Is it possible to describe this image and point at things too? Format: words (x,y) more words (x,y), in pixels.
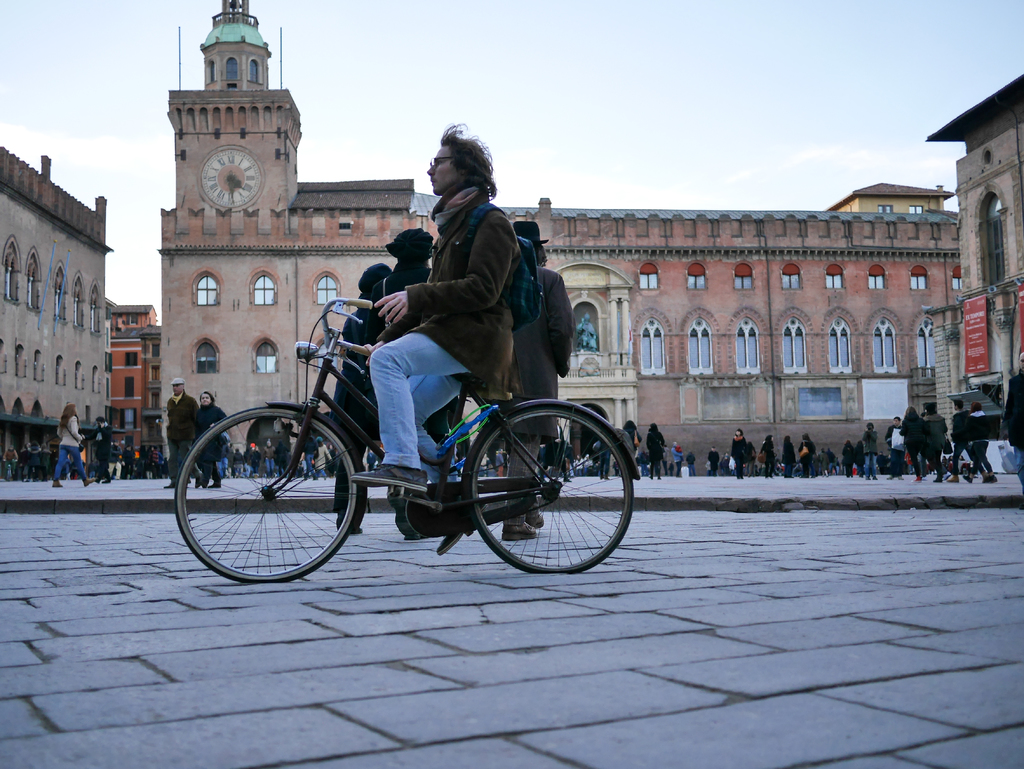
At the top (673,90) we can see sky (854,94). This is a clock tower (250,198). These are buildings (249,338). Here we can see persons (914,424) standing and walking near to the tower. We can see one man (483,313) riding a bicycle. Near to him we can see persons (555,321) standing.
